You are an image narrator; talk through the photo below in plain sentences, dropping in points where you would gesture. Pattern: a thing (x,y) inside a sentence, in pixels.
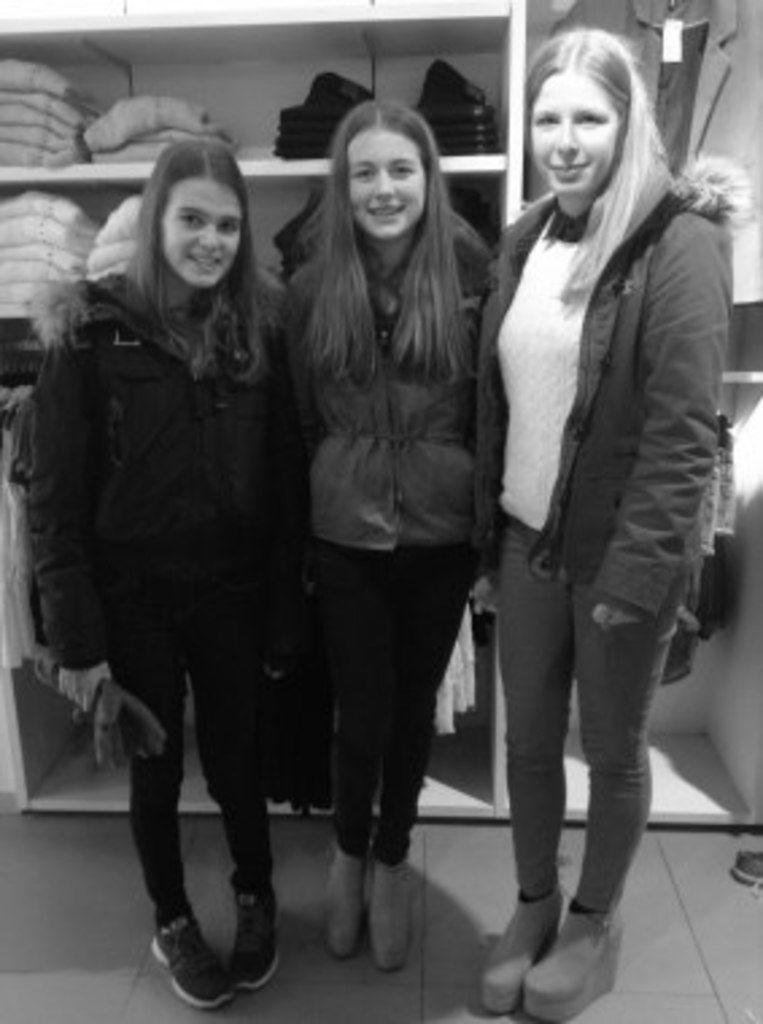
This is a black and white image and here we can see people (394,278) and are wearing coats (320,413) and one of them is holding an object (134,713). In the background (682,79), there are clothes (648,57) and some are placed in the rack (240,86). At the bottom (675,934), there is a floor (658,938).
